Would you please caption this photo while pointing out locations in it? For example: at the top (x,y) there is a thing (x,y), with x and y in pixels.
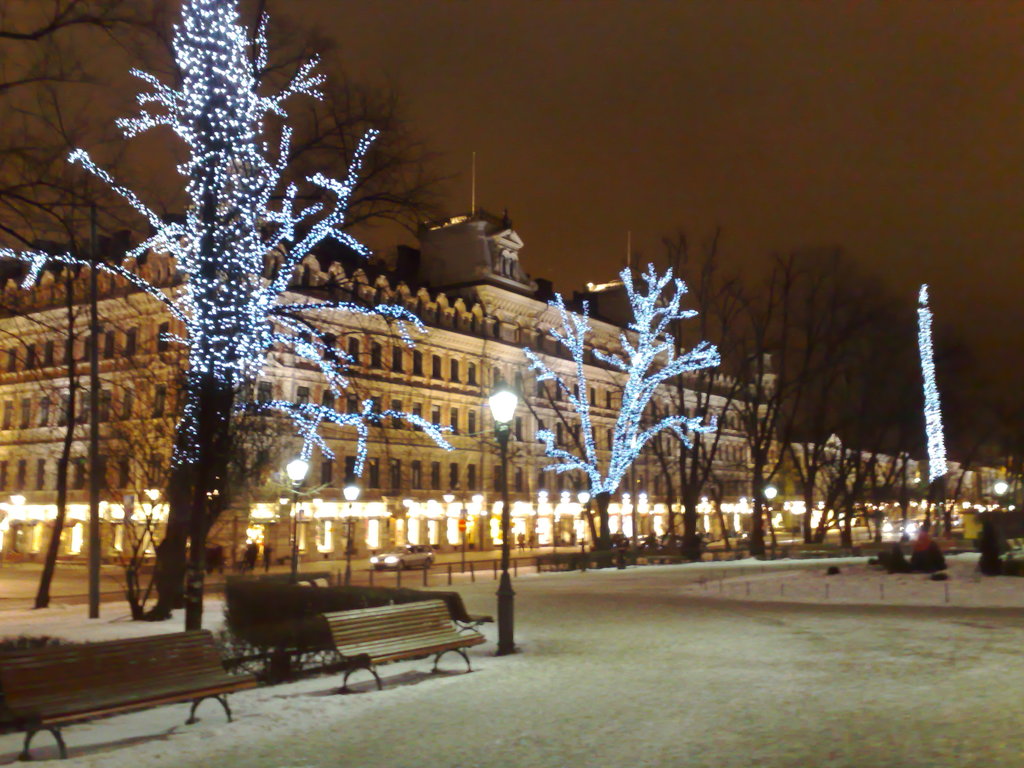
This picture is taken in night, in the middle (457,275) I can see a building (48,417), in front of the building (61,429) I can see a trees (927,350), on the trees (927,350) i can see a lights (165,247), in front of the tree (723,422) I can see a bench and street light pole (515,618) and at the top (647,90) I can see the sky (932,53).
